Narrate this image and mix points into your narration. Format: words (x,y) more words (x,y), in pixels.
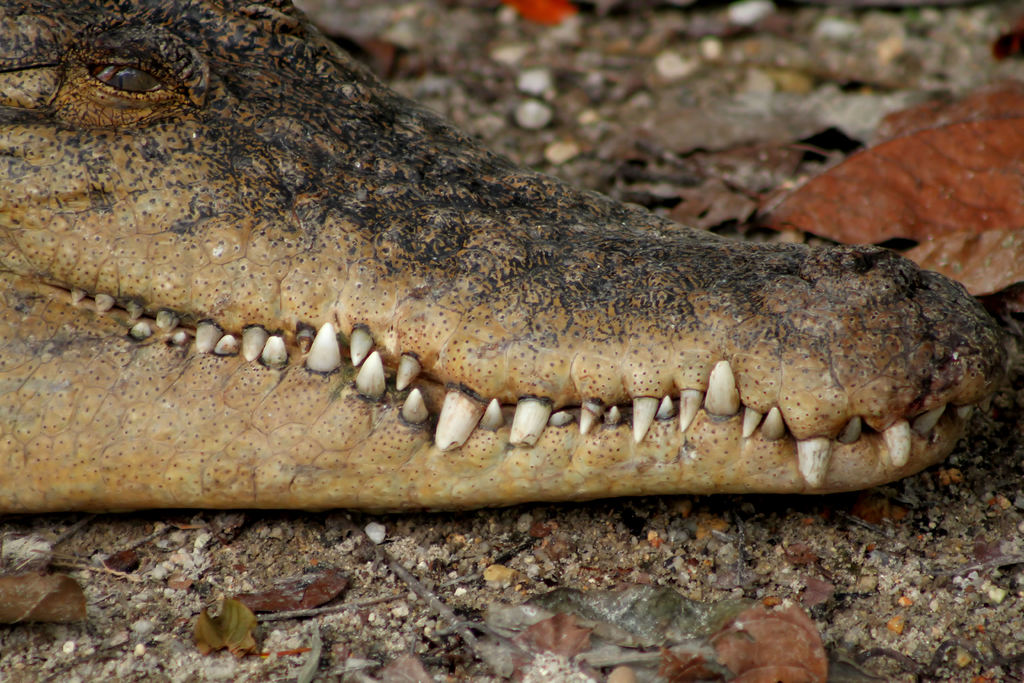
This picture describe about the close view of the brown crocodile face (196,292) lying on the ground (557,640). Behind there is a brown dry leaf (906,190).
